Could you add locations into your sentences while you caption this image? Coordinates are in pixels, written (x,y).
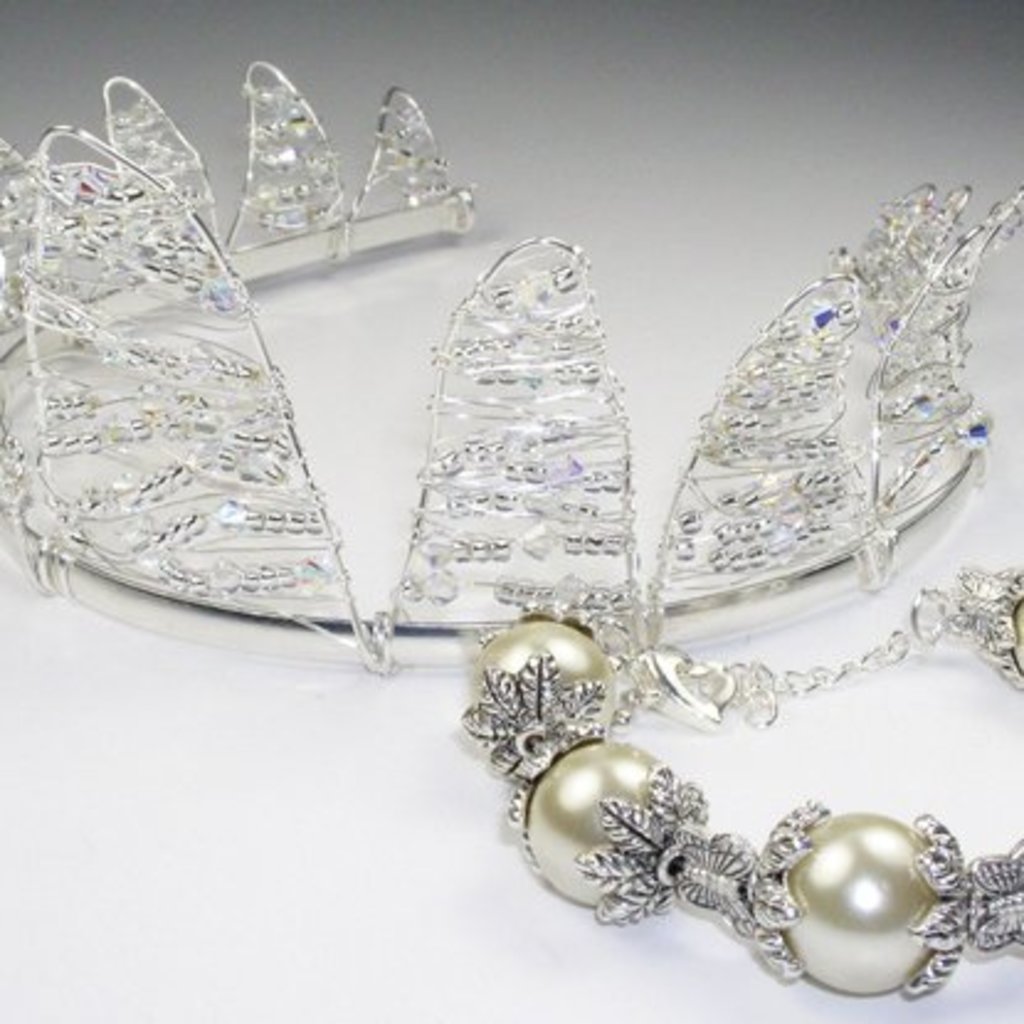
In the image we can see a bracelet (997,903) and crown (539,471).
